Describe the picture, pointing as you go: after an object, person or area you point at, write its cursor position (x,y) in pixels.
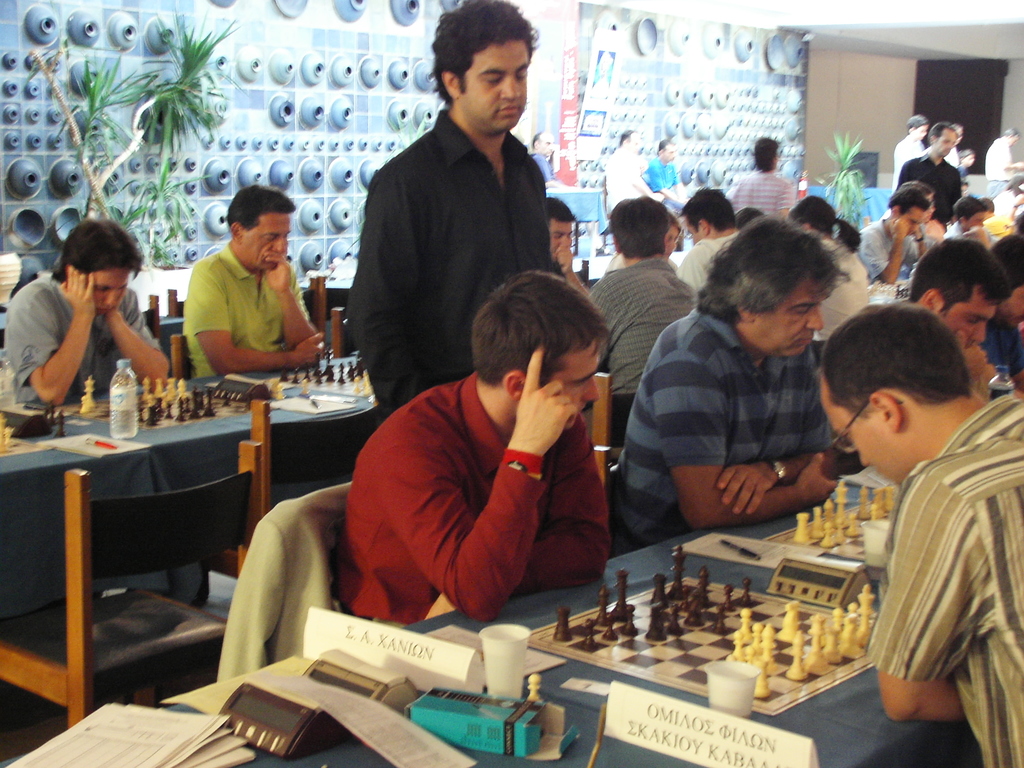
In the middle of the image (450,271) few people (942,621) are sitting and standing. Surrounding them we can see some chairs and tables (41,556), on the tables (589,705) we can see some cups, papers (224,767), bottles (9,403), pens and chess boards (681,688). Behind them we can see some plants (136,113) and wall (277,58).
